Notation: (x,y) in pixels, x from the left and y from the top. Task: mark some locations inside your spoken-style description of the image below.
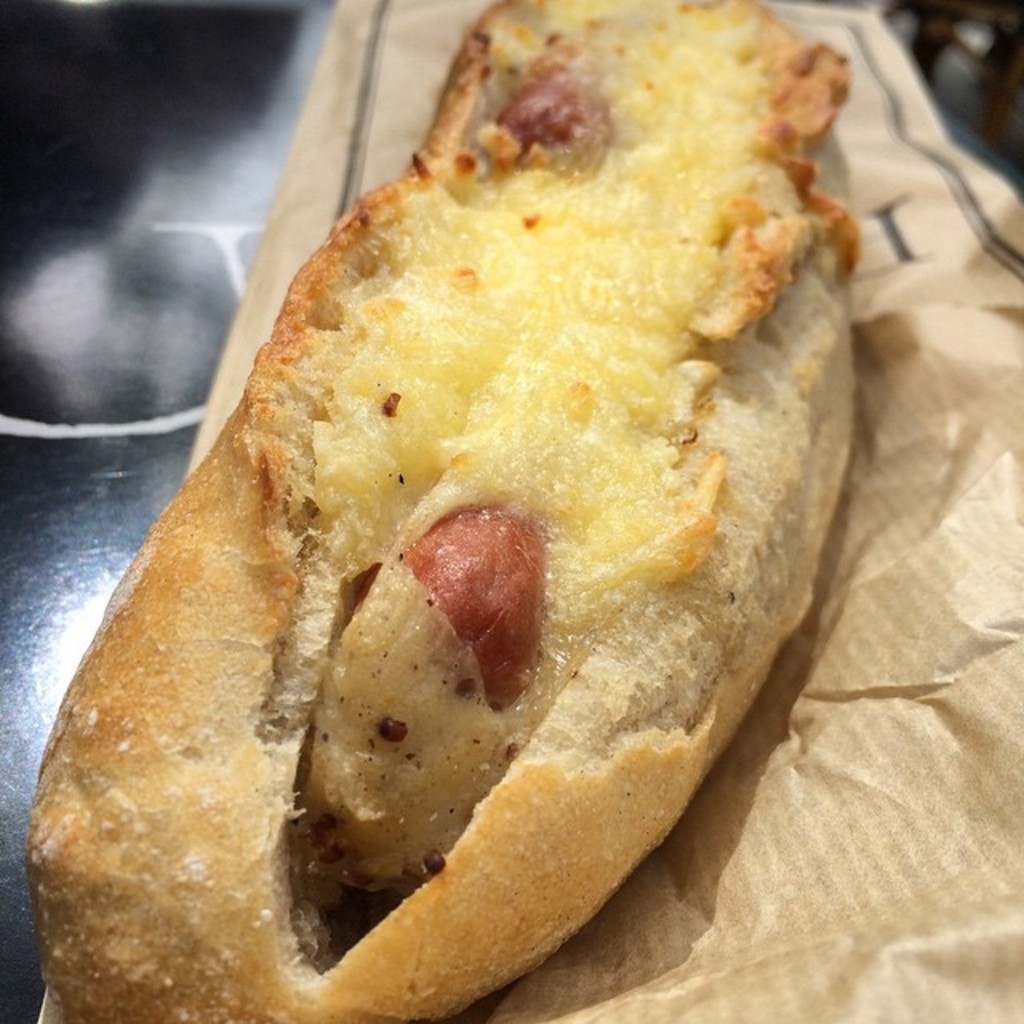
This image consists of food (562,570) which is in the center (556,434) and there is a paper (851,540) which is brown in colour.
